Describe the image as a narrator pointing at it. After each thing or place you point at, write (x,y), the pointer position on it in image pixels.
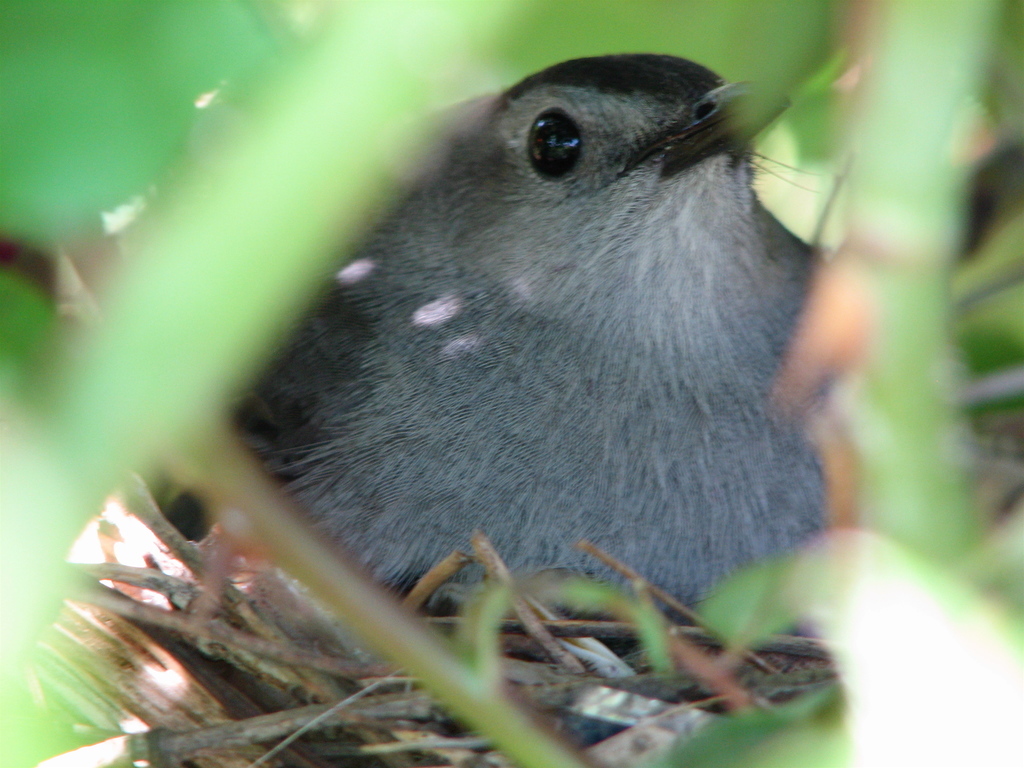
There is a bird (560,282) in a nest (654,760) in the foreground (595,295) and we can also see some leaves (99,317) around.
